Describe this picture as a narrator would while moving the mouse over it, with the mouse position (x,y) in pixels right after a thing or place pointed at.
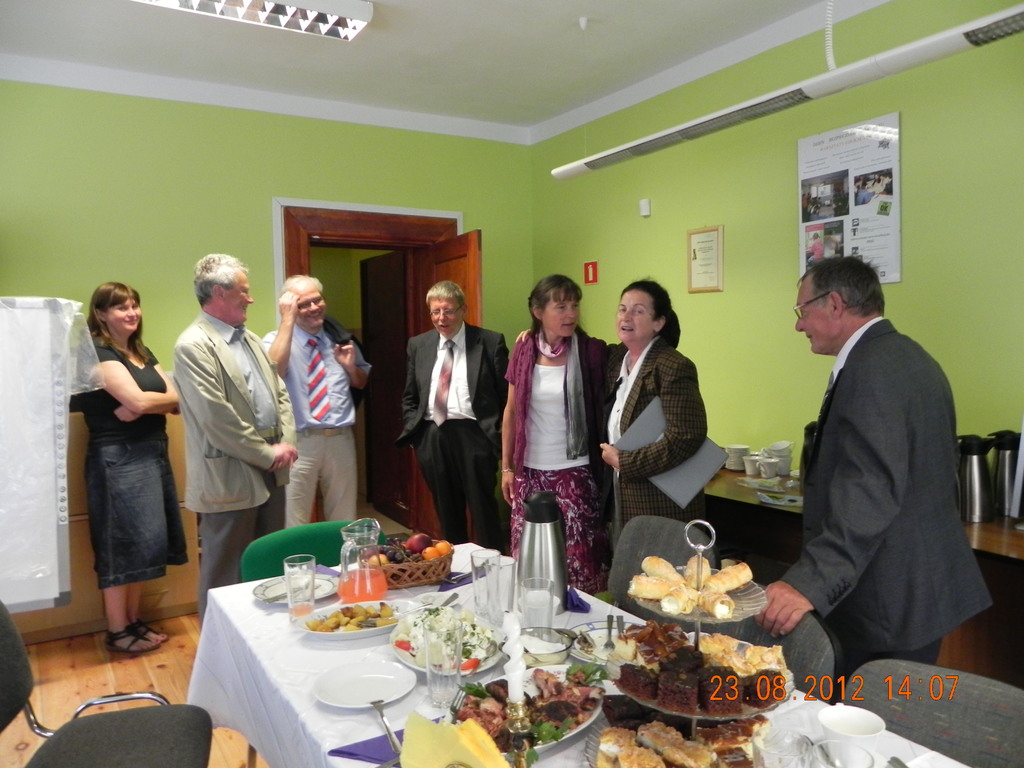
In this picture we can see some people (846,433) standing in front of the table (591,601) on which there are some food items (644,592) and some things (436,653) placed on the table (340,648).
